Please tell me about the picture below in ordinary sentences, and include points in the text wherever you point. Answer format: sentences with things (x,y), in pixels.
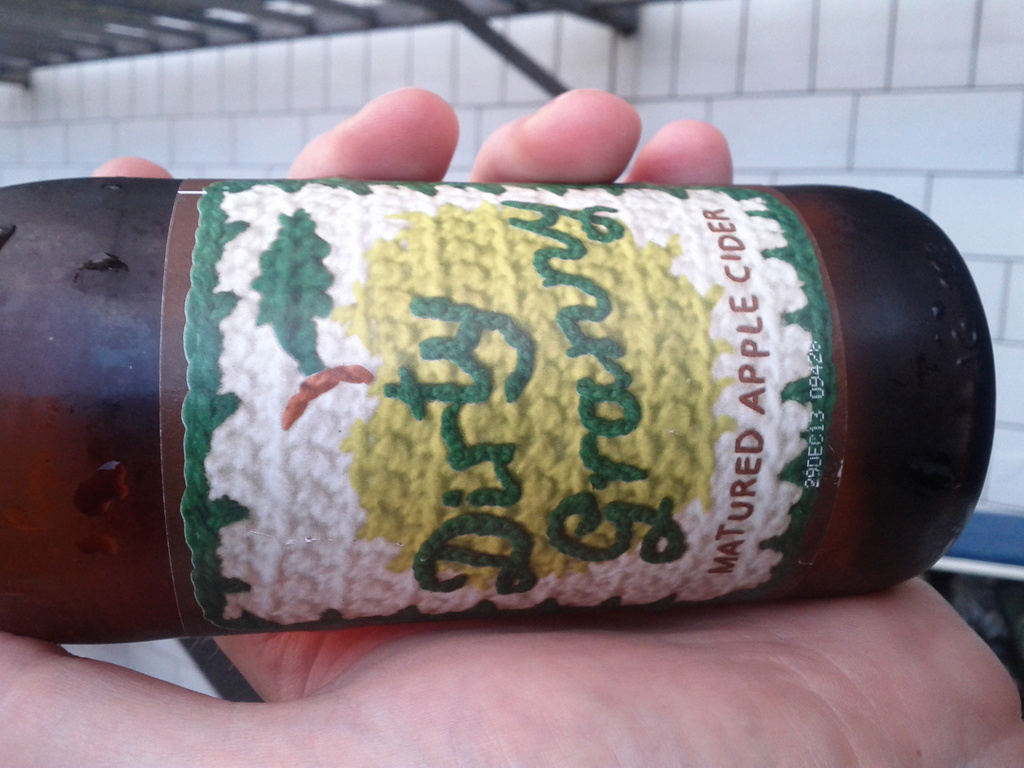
In this image I can see a human hand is holding a bottle (597,398), there is a label (586,383) on it. At the top (537,104) it looks like a wall (650,104).
